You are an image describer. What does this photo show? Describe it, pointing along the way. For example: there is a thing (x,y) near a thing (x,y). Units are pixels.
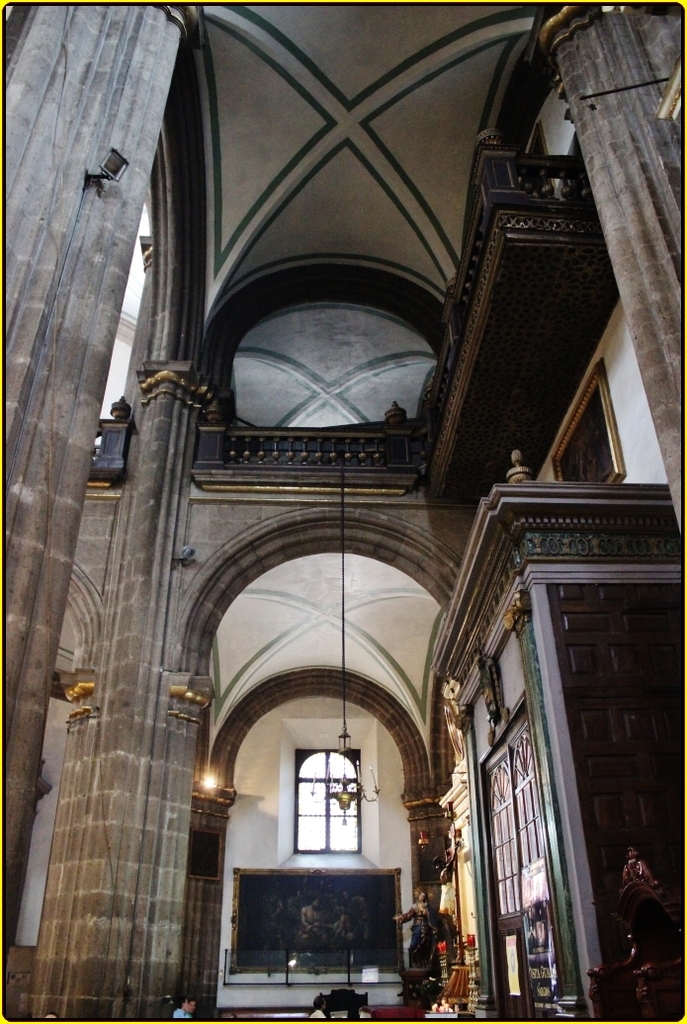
The image is taken inside the building (474,566). At the center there are statues (418,940) and wall frame (341,921). At the center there is a chandelier (348,791). On the right (640,312) there is a pillar (619,187).
